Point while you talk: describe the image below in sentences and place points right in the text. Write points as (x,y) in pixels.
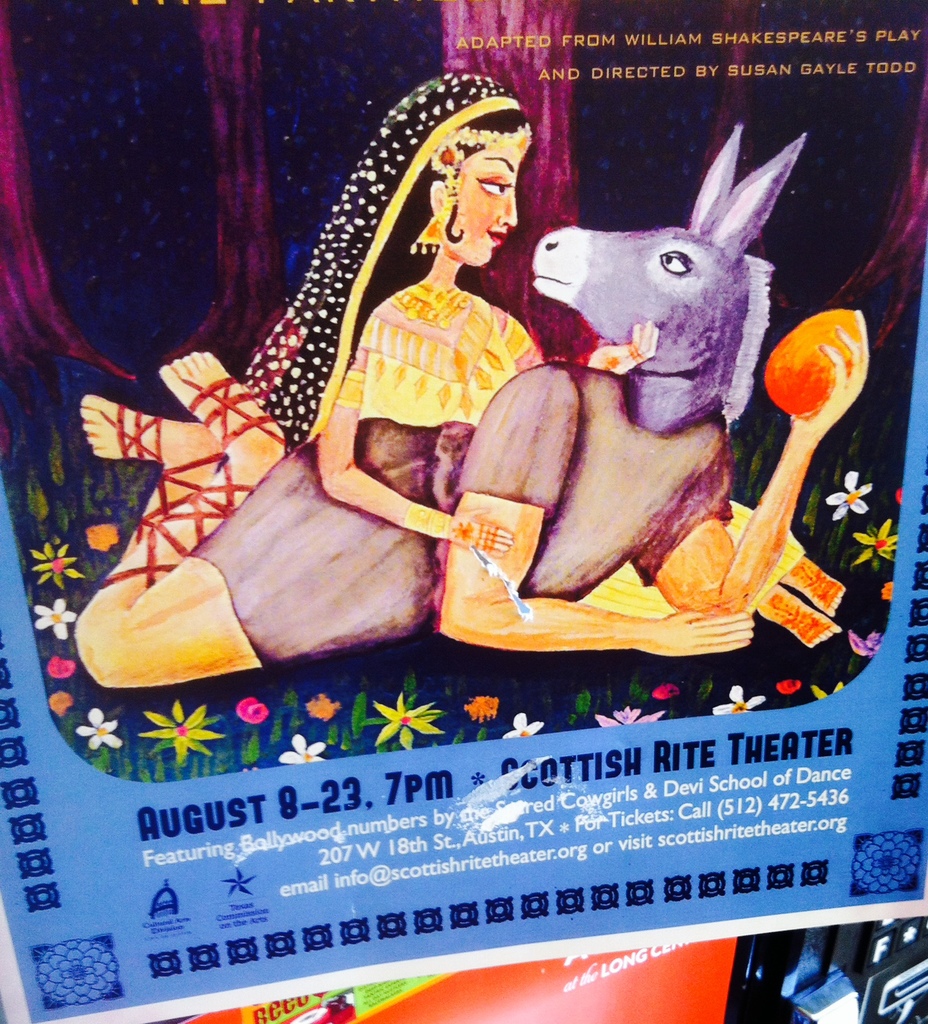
In this image, we can see some posters (499,474) with images (440,346) and text (341,886). We can also some object (826,988) on the bottom right corner (846,942).
